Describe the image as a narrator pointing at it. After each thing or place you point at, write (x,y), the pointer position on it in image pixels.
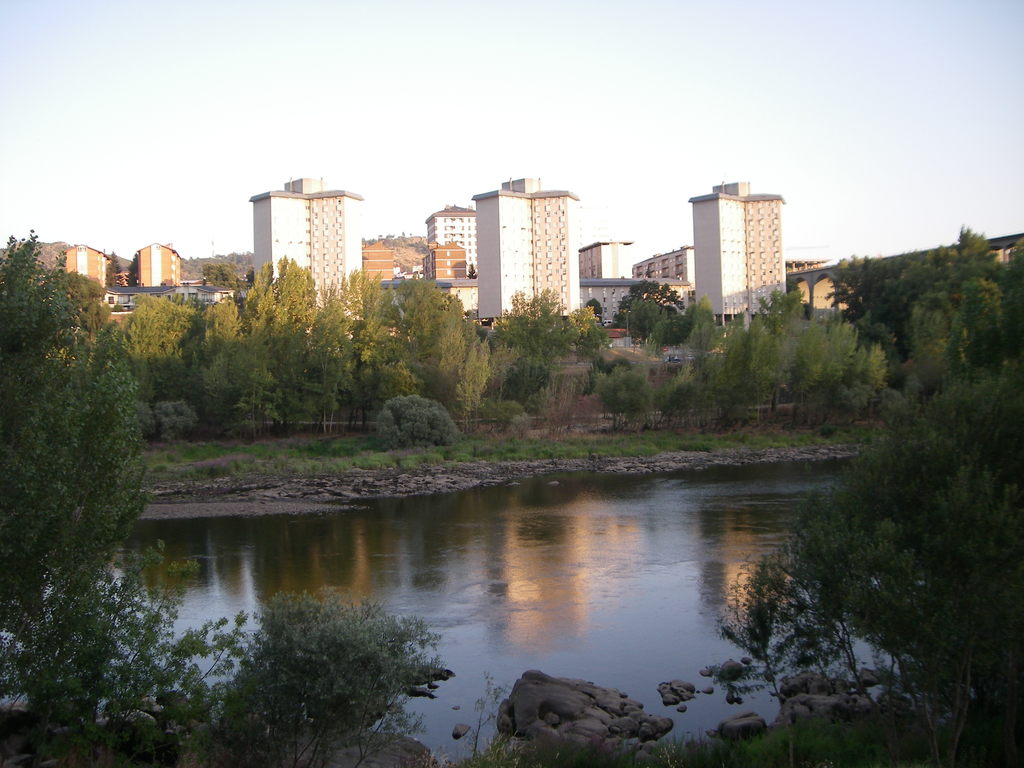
In this image we can see a group of buildings (559,295), trees (521,317), grass (410,453), a water body (473,536), some stones (529,674), the hills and the sky (351,134) which looks clear.
